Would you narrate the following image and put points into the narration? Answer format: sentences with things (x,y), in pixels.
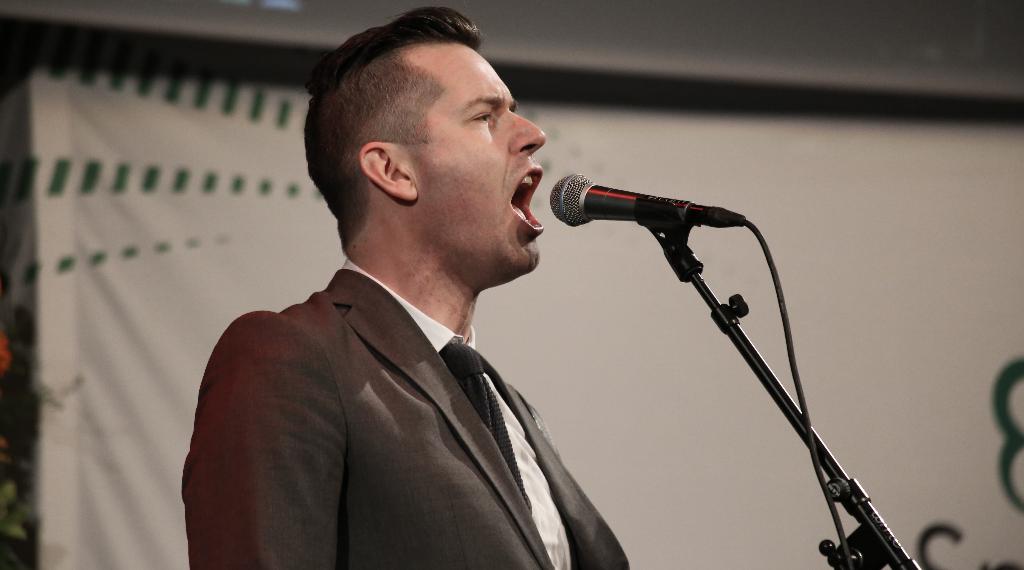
In the front of the image (442,236) I can see a person (429,330). In-front of the person (528,220) there is a mic (620,220) along with a mic holder (671,212). In the background of the image (977,309) there is a banner (961,185).
